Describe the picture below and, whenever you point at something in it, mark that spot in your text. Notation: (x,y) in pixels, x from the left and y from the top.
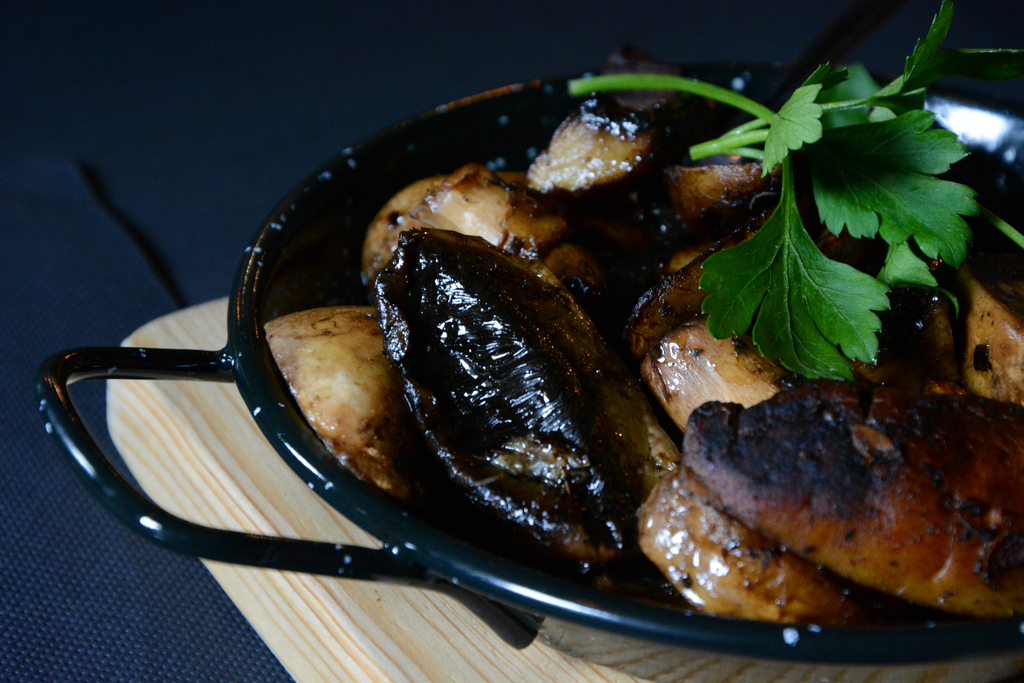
In this image we can see some food (694,368) in the utensil (545,610). We can see the utensil (558,605) is placed on the wooden surface (400,649). There is an object (195,670) at the left side of the image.
